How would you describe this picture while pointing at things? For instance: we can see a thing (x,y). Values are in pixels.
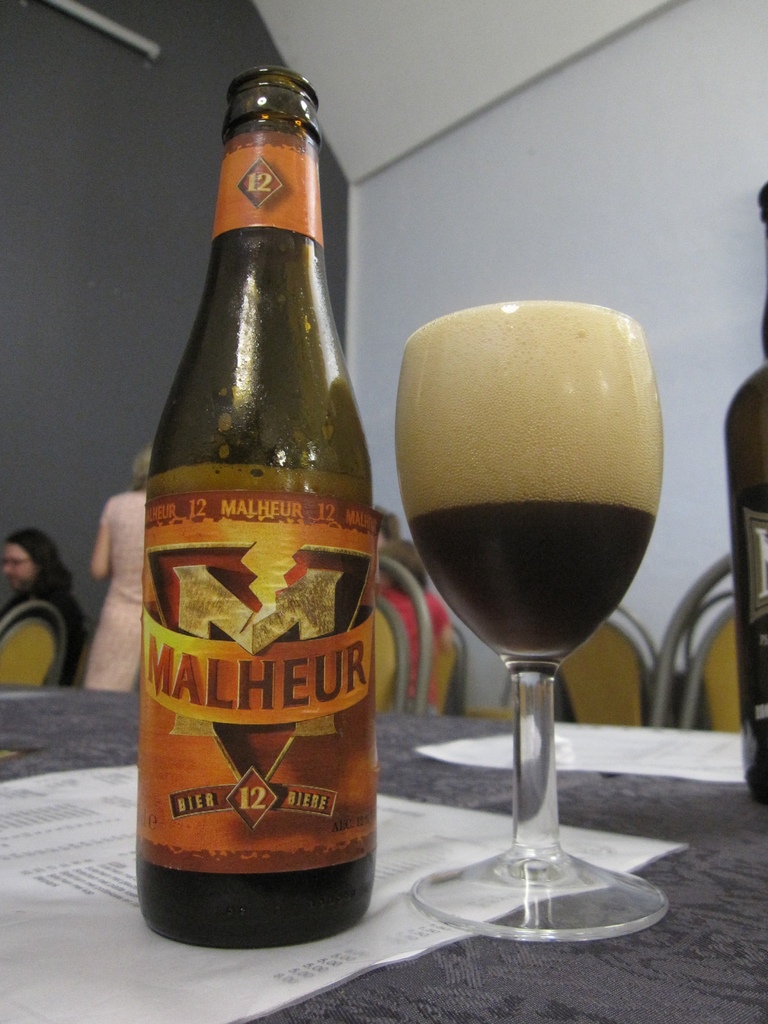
This is the picture of a room (690,110). In this image there are bottles (152,569), papers (350,942) and there is a glass (537,789) on the table (526,1011). At the back (616,663) there are group of people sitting and there is a person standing and there are chairs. At the top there is a tube light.
